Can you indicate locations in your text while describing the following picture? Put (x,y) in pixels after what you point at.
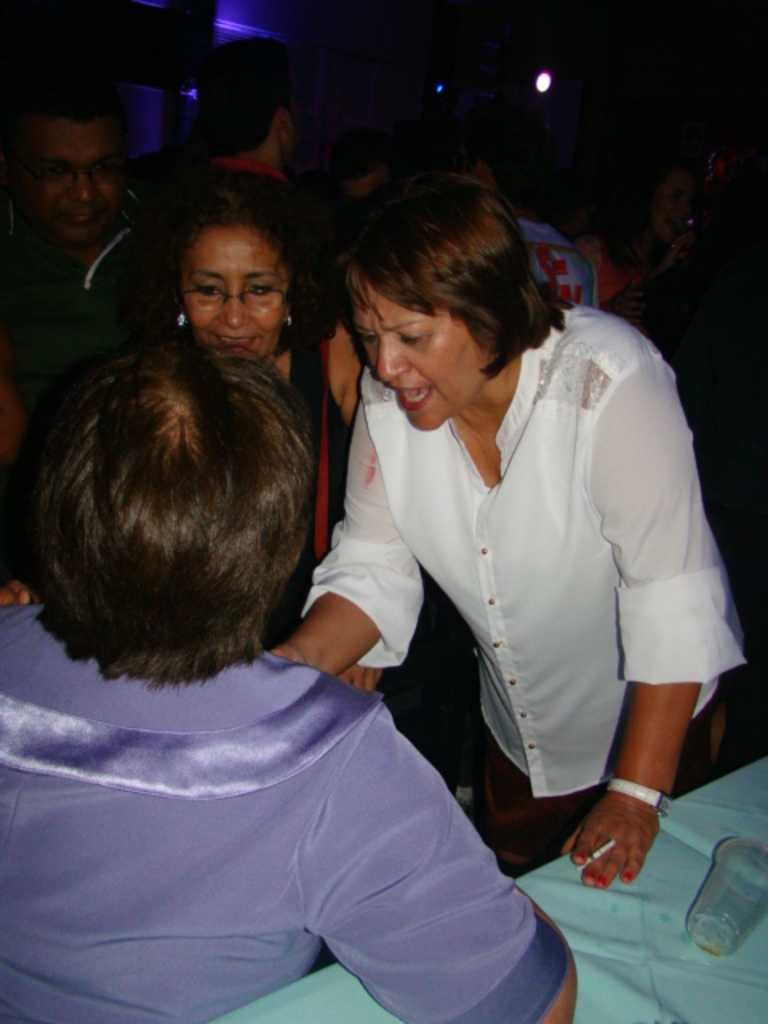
In this image I can see a person (245,743) wearing purple colored dress (196,819) and a woman (544,611) wearing white colored dress (553,593). I can see a green colored table (645,936) to the right side of the image (664,961) and on it I can see a glass (732,898). In the background (724,351) I can see few persons (605,237) standing, a light (541,81) and few other objects (564,84) in the dark.
